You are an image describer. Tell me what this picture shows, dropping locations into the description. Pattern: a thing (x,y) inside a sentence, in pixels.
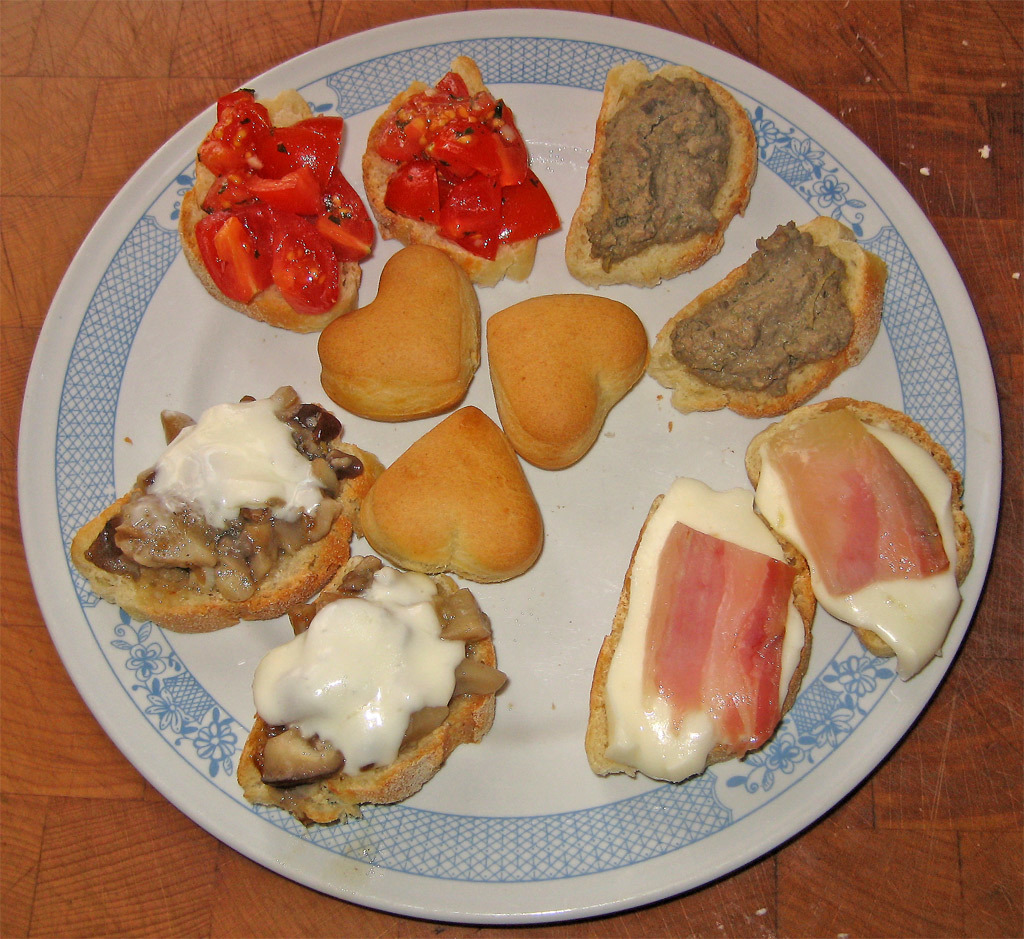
This picture shows food (396,532) in the plate (353,432) and we see cheese (898,457) and meat (878,453) and veggies (480,242) on the bread (200,598) and we see plate (822,686) on the table (125,865).
